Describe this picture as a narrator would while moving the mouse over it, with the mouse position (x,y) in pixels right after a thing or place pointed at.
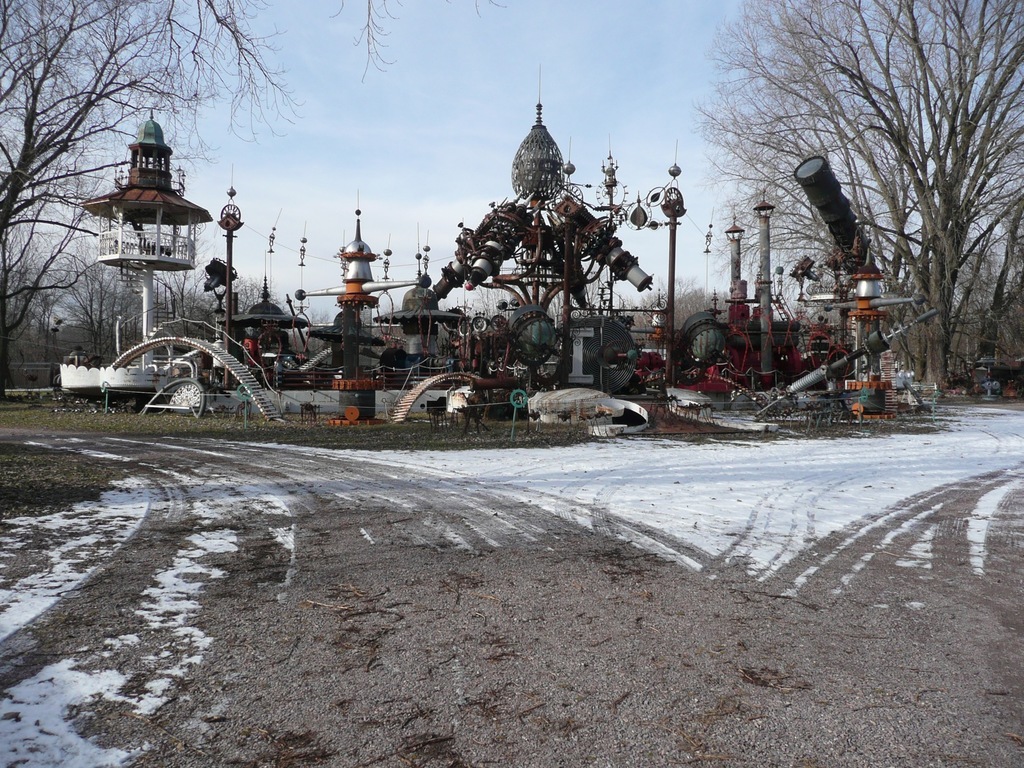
At the bottom (799,524) there is the snow (867,443) on the road (689,552), in the middle (546,376) there are iron structures (575,228), there are trees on either side of this image. At the top (466,126) it is the blue color sky (469,124).
